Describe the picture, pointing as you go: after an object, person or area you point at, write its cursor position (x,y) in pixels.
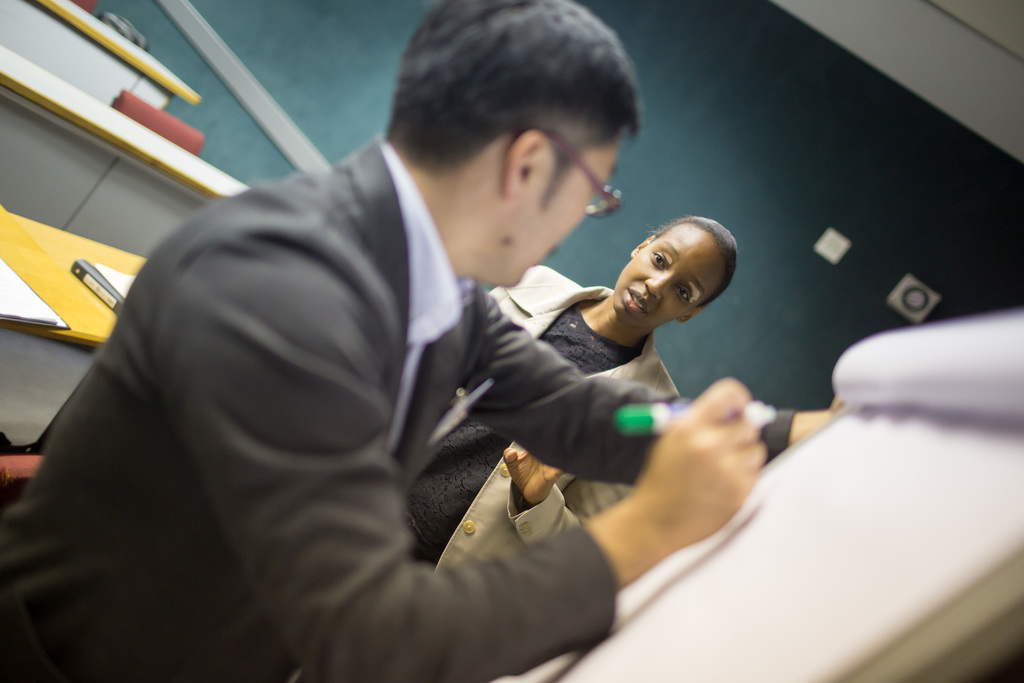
In this image there are two persons (439,394), there is a person (513,334) holding an object (633,424), there are benches (53,165) truncated towards the left of the image (47,37), there are objects (73,268) on the bench (104,152), there is an object (21,296) truncated towards the left of the image (37,304), there is a board (1023,578) truncated towards the right of the image (949,451), there are papers (940,408) on the board (946,424), there is a wall (834,72) truncated towards the top of the image (838,157), there are objects (911,279) on the wall (859,251).
